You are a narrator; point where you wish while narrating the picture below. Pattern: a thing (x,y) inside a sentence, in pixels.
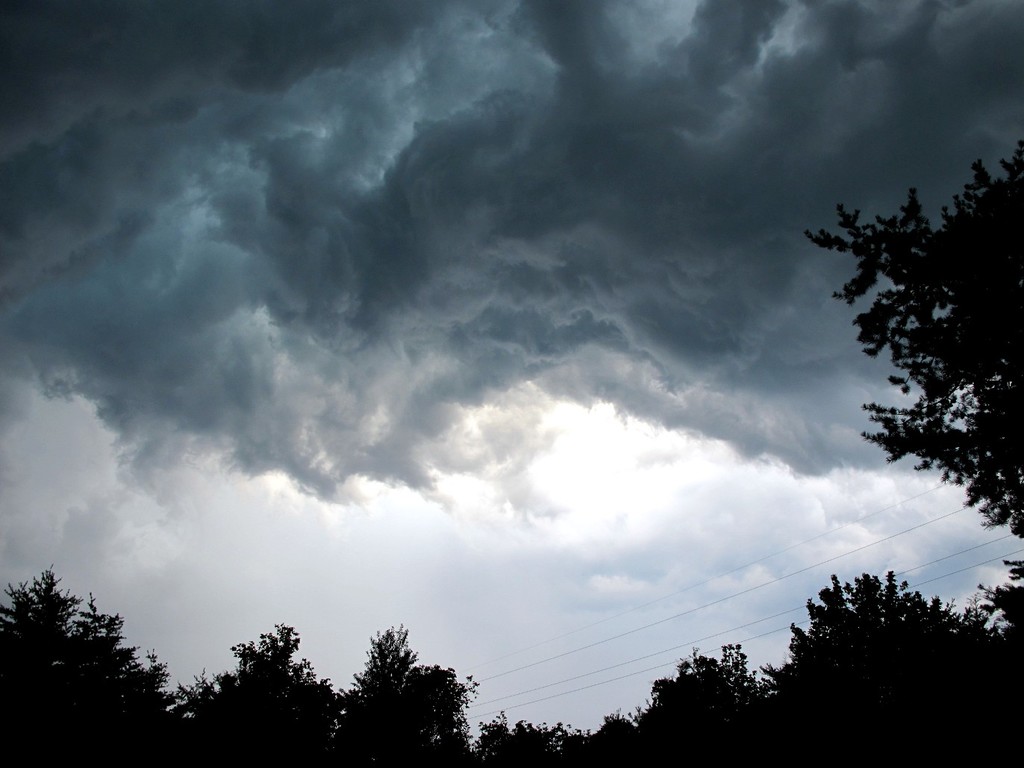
In this image we can see sky (505,593), clouds (504,385), wires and trees (365,699).
